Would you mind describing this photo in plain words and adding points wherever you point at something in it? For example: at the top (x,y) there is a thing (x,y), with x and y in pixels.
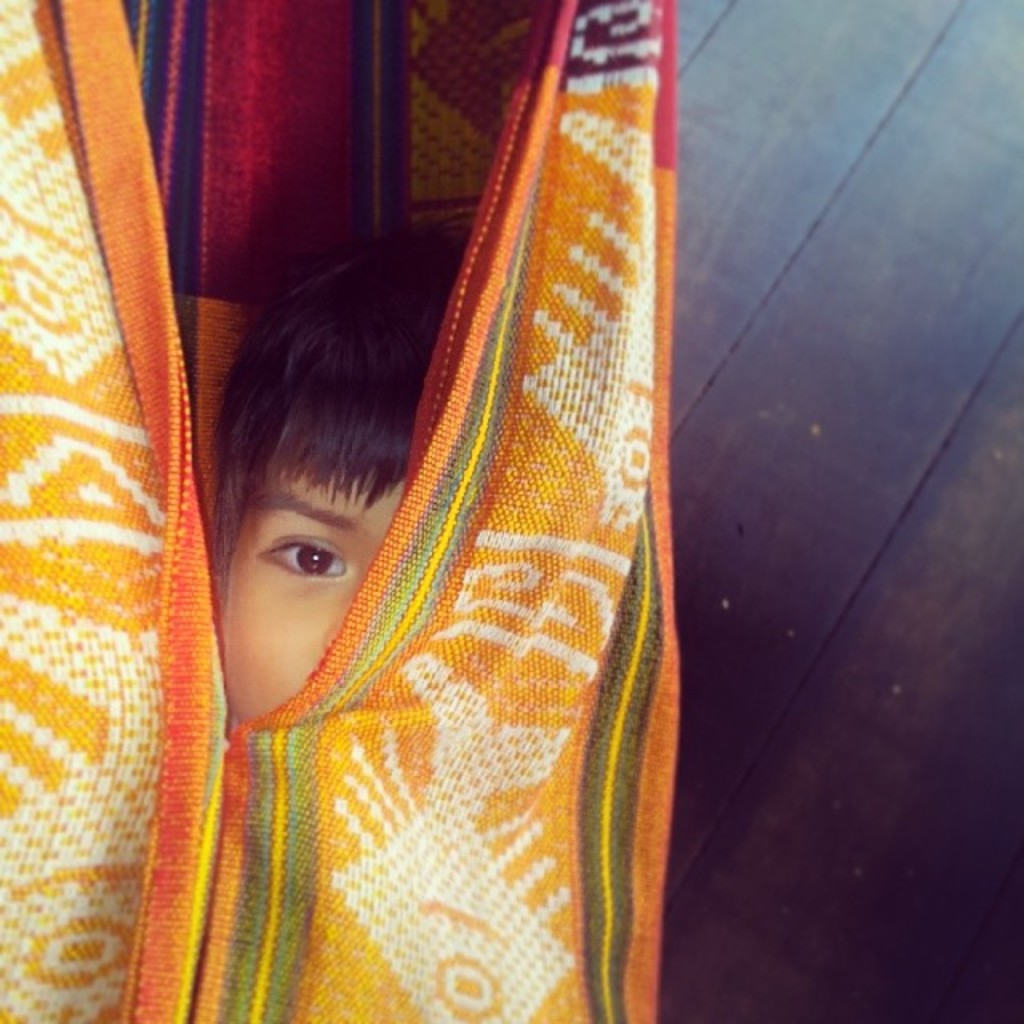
Towards left (108,605) we can see a kid (336,490) in a cloth (334,101). On the right (744,282) it is floor (852,724).
